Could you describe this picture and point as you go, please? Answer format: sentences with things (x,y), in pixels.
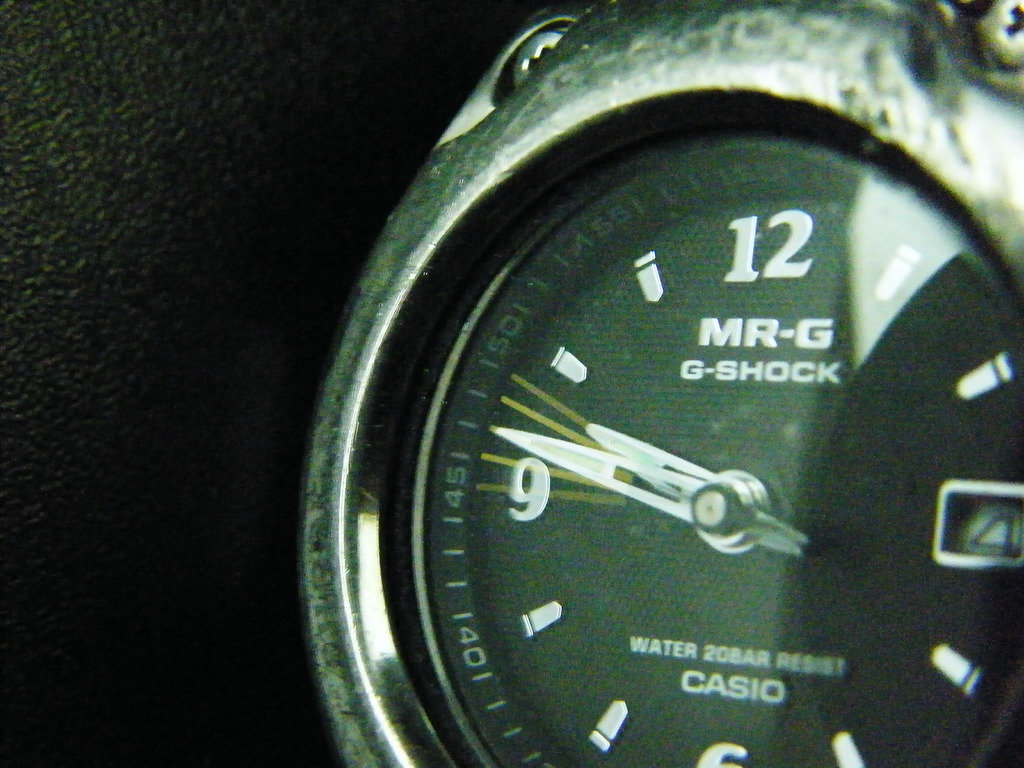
This picture contains a watch (635,183) having short hand (670,458) and a long hand (643,492). There are few numbers (545,474) are on the frame (644,571) which are in it. Beside watch (949,284) there is leather (220,232).
